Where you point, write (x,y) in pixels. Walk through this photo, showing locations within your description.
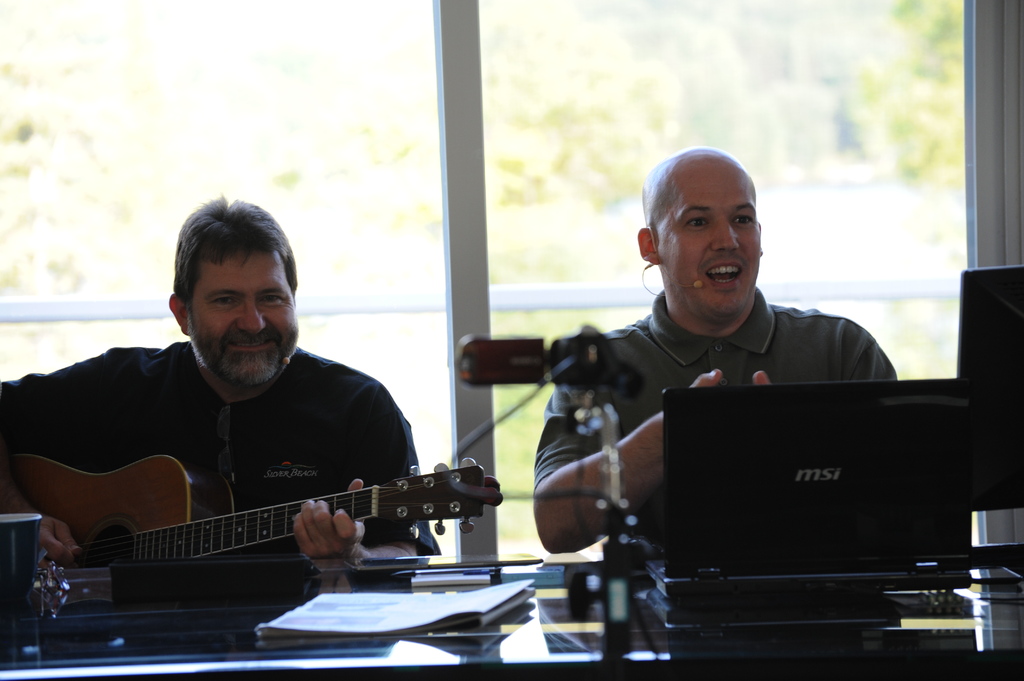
In this picture we can see two men (43,406) sitting on chairs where one is holding guitar (129,527) in his hand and playing it and smiling and other is talking on mic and in front of them on table (80,624) we have laptop (704,566), book (453,600) and in the background (578,142) we can see window (280,92), tree (319,137).
